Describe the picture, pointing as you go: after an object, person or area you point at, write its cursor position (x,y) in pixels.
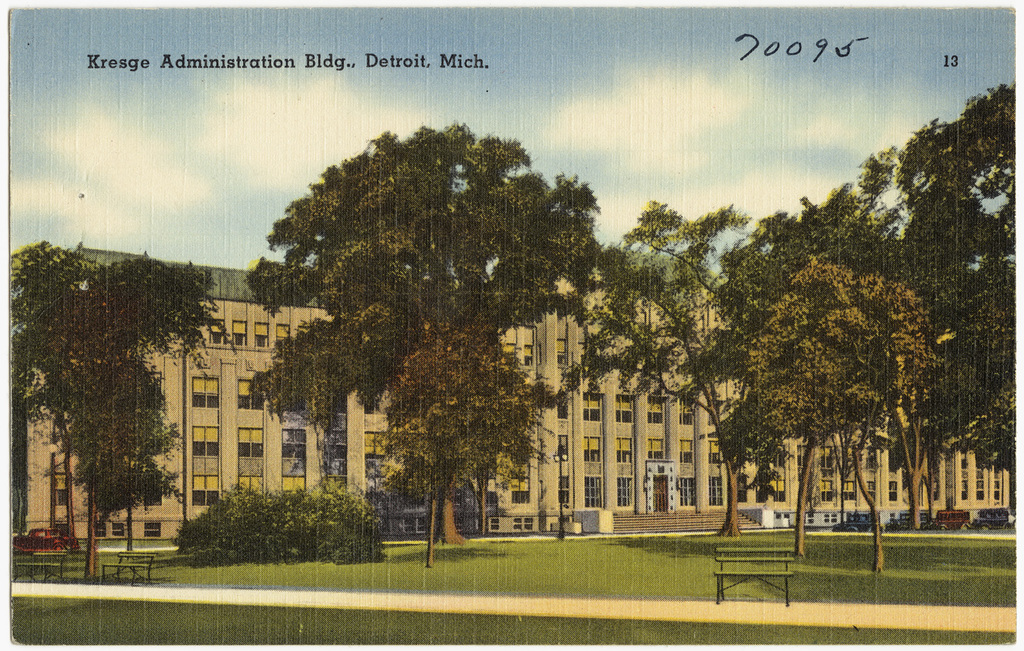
In this image I can see the road (528,609), few benches (737,572), some grass (587,593), few plants (290,522), few trees (396,367), few vehicles (895,520), few stairs (633,518) and a building (638,409). I can see few windows (200,388) of the building (200,388) and the sky (658,93) in the background (328,94).
